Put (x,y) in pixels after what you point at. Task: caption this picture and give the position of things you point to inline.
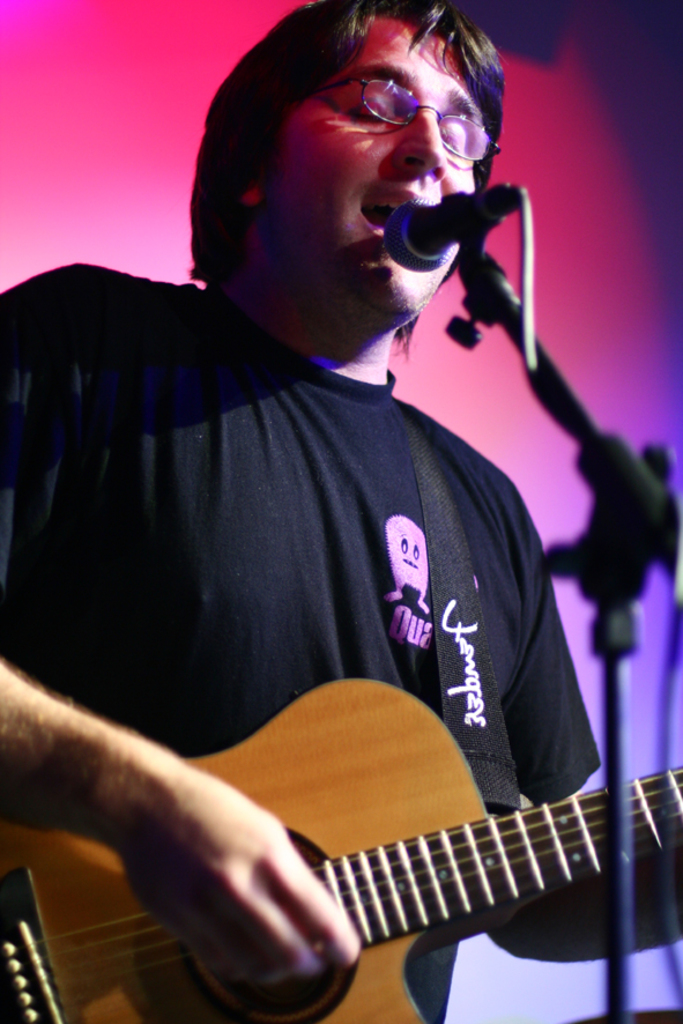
This picture shows a man (341,245) singing and playing a guitar (334,827) in his hands (332,926) in front of a microphone (424,214) and a stand (611,770). In the background (495,391) there is a red color light (644,264).
